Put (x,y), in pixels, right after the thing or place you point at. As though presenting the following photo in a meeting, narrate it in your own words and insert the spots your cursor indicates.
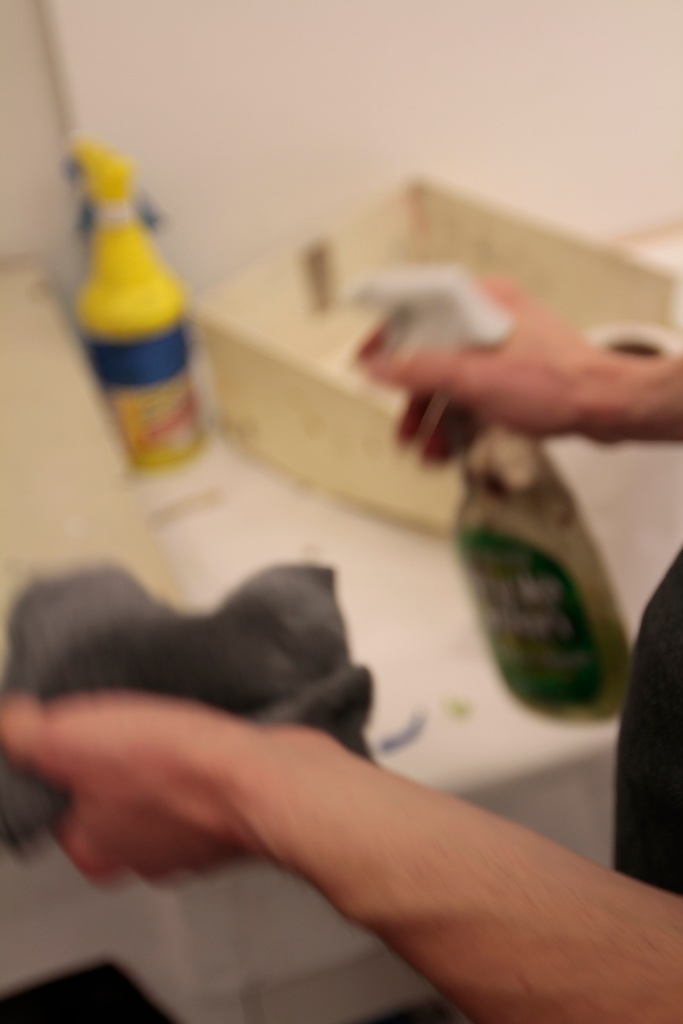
There is a person (592,968) holding a bottle (499,549) with his hands (410,434). This is bottle (614,702) and there is a box (443,205). And this is wall (417,107).
